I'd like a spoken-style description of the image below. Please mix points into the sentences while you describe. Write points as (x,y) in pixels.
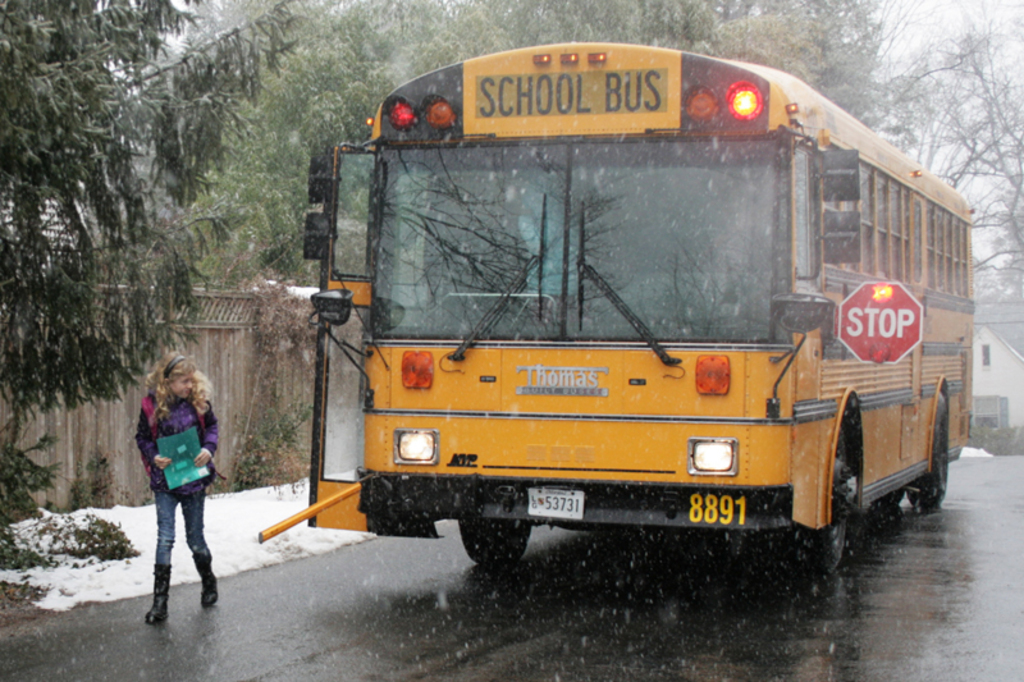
In this picture we can see a vehicle (605,508), girl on the road (612,622), she is holding a file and in the background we can see a wall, house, trees (276,263), sky (911,71).
